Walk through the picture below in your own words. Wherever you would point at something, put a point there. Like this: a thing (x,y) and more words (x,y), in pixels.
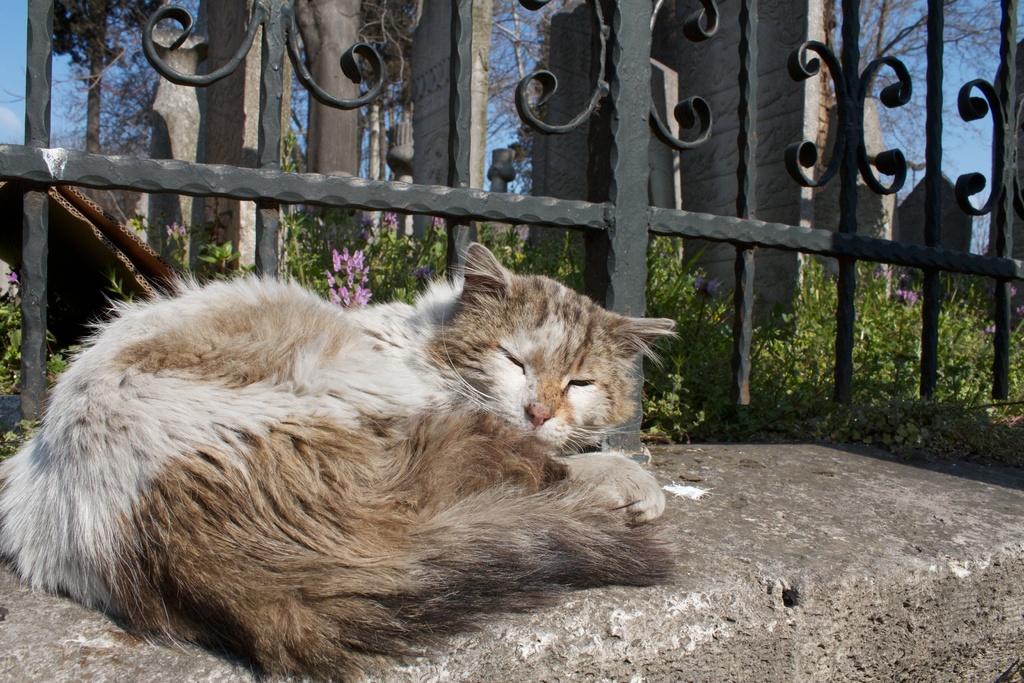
In this picture we can see a cat (318,486) on a stone (755,524), fence (115,157), plants (574,275) with flowers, some objects (92,234), trees (75,53) and in the background (965,133) we can see the sky (903,129).
